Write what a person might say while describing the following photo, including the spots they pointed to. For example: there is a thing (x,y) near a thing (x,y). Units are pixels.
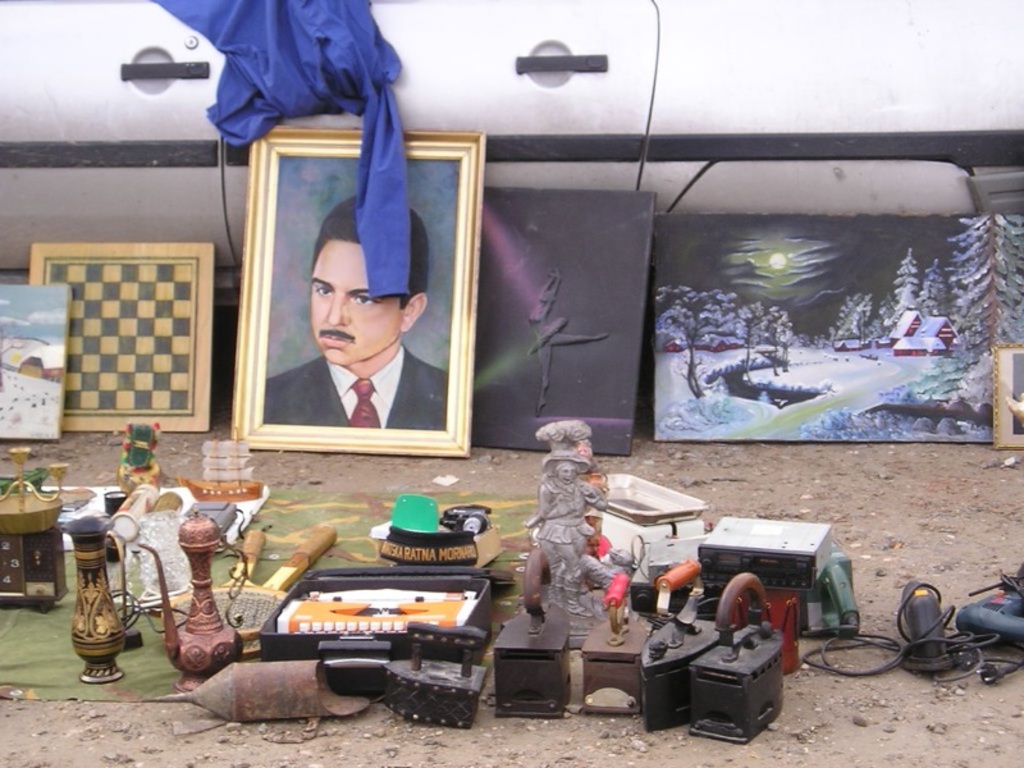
There are some objects (257,548) in the foreground area of the image (389,552) and there are frames (306,383) and other items (973,151) in the background (359,354).
